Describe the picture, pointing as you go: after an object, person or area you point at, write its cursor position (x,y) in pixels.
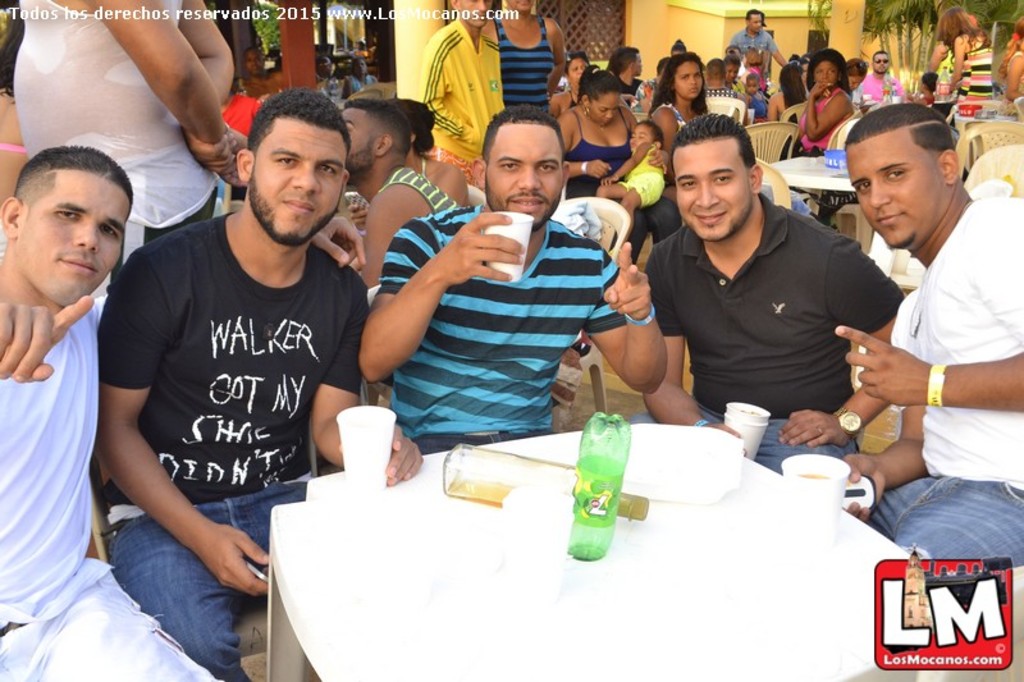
In this image I can see group of people (974,427) sitting, I can also see few glasses (740,441), bottles (620,427) on the table (458,559) and the table (418,607) is in white color. Background (280,82) I can see few other people (530,100), some are sitting and some are standing. I can also see plants (1007,17) in green color and the wall (700,29) is in yellow color.
